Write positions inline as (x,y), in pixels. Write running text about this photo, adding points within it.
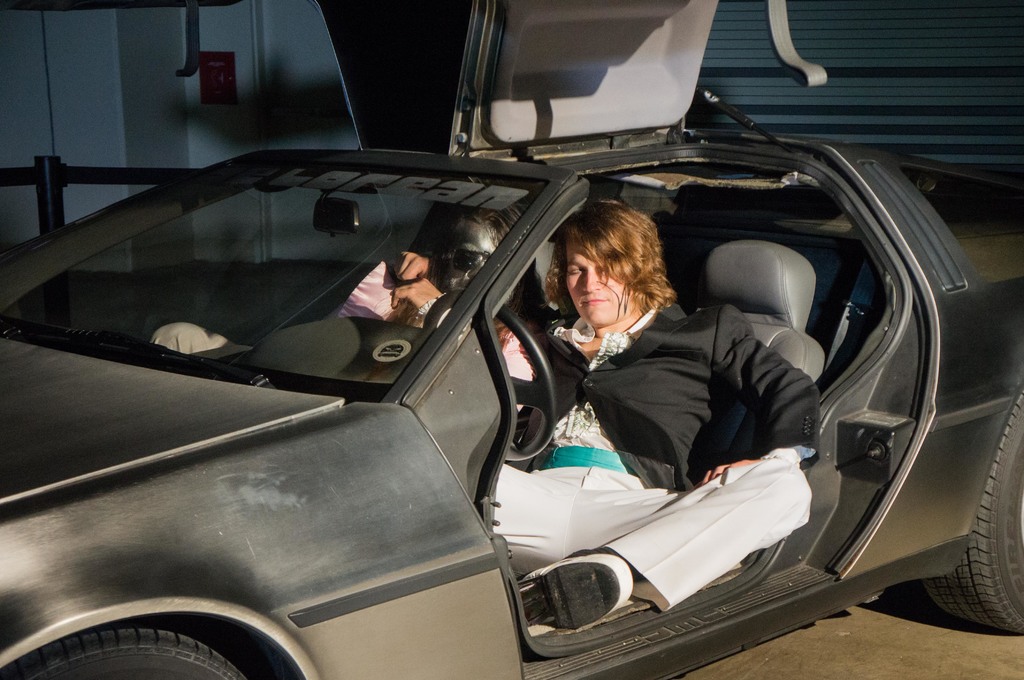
In the center of the image (644,349) we can see two persons (585,362) are sitting in a car (129,294). In the background of the image (923,35) there is a wall (334,90). At the bottom right corner (816,621) there is a floor (848,625).
